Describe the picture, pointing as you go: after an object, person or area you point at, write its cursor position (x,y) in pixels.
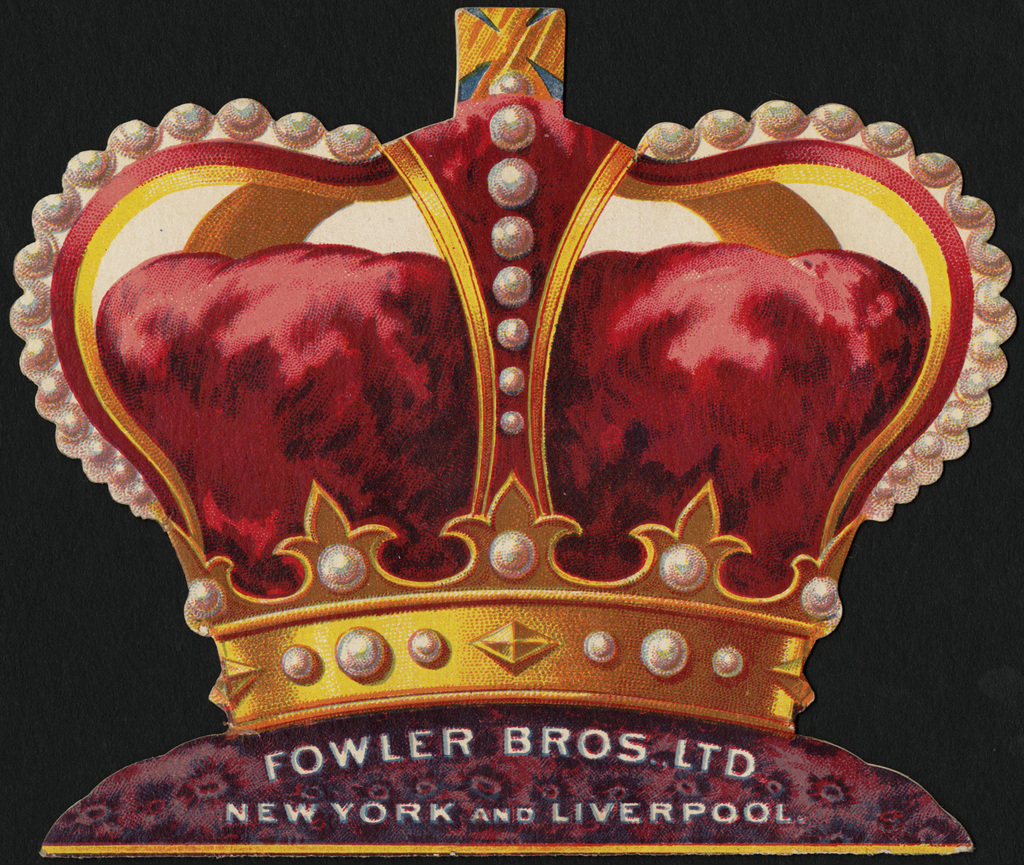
It is a poster. In this image there is a crown (579,575) with some text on it.
